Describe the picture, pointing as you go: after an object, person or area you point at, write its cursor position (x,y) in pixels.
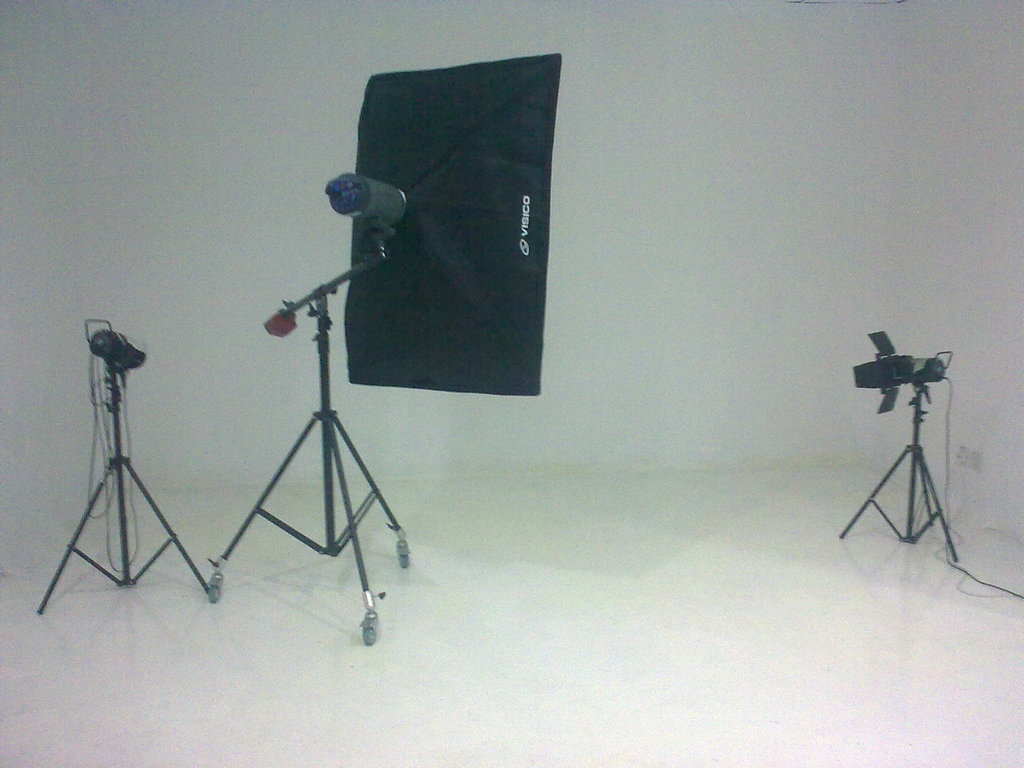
In this image I can see a softbox (428,222). I can see two lights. The background (61,456) is white in color.
